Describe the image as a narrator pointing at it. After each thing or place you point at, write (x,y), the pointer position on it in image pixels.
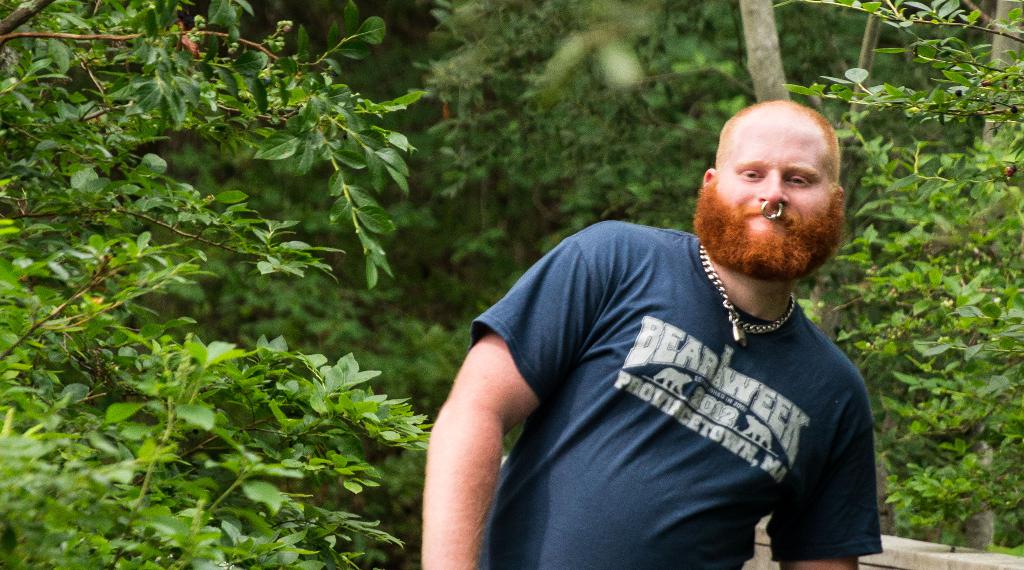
The man (638,267) in front of the picture wearing a blue T-shirt (736,370) is standing. Beside him, we see a wall (915,548). There are trees (348,351) in the background (303,327). This picture might be clicked in the park (412,199).
